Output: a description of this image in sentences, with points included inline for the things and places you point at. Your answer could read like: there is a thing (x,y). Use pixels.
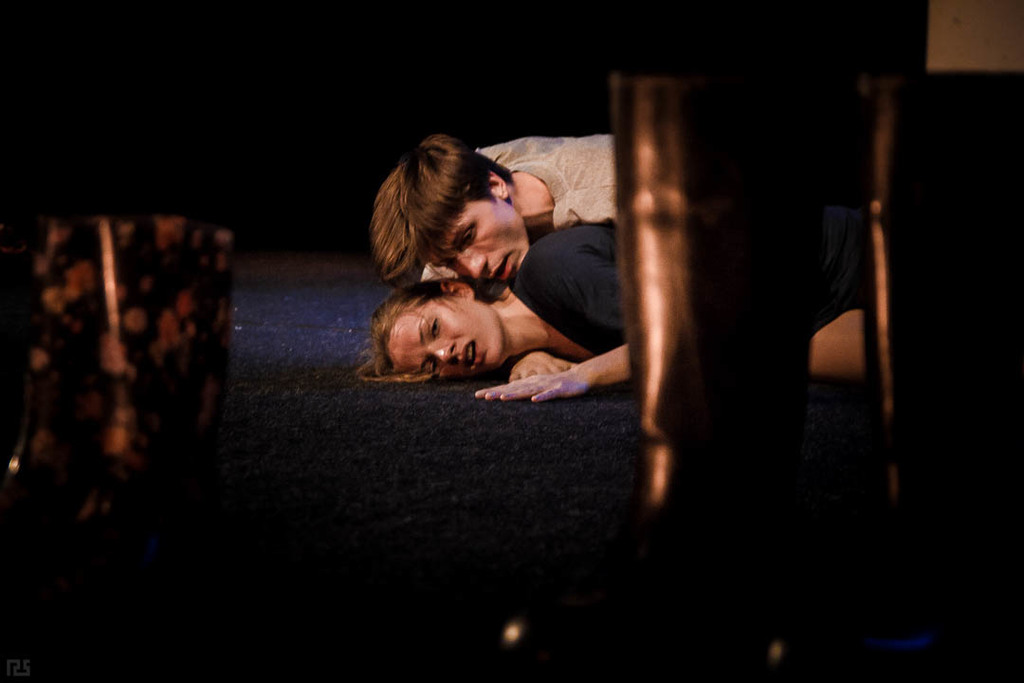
In this picture we can see a girl (427,345) and a boy (508,230) on each other lying on the flooring mat (459,485).
